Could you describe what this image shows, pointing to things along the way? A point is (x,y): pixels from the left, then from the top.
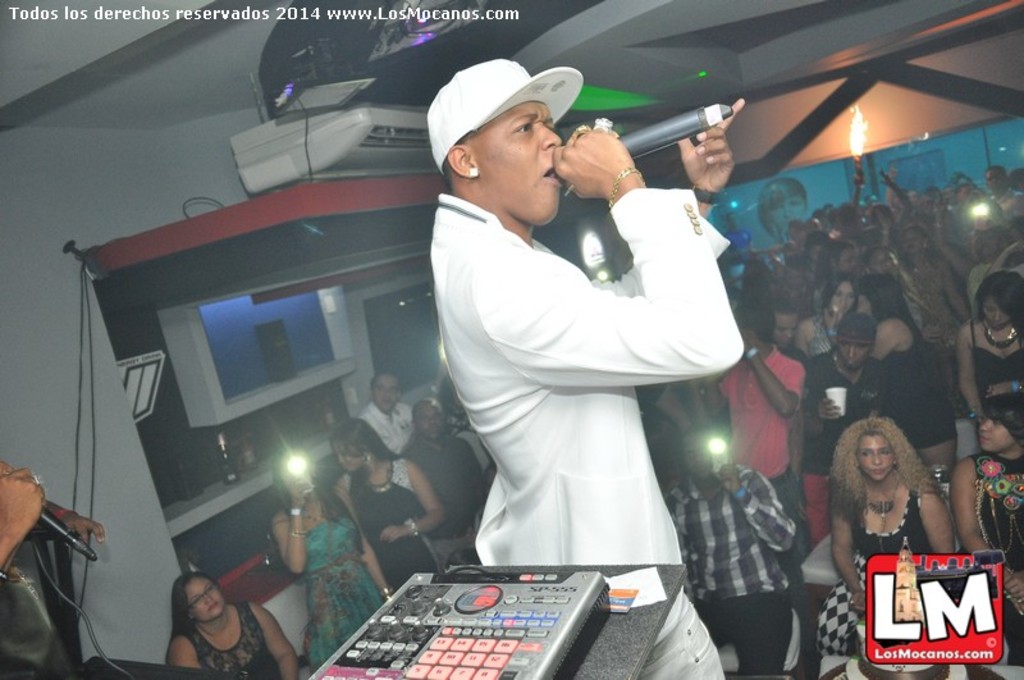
In the center of the image (594,301) we can see a person (589,420) is holding a microphone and he is wearing a cap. At the bottom of the image (557,603), we can see some objects (537,631). At the bottom right side of the image (918,617), there is a logo (938,607). In the background (36,432) there is a wall (191,157), few people (938,405) and a few other objects (295,78). At the top left side of the image (243,16), we can see some text (172,16).
